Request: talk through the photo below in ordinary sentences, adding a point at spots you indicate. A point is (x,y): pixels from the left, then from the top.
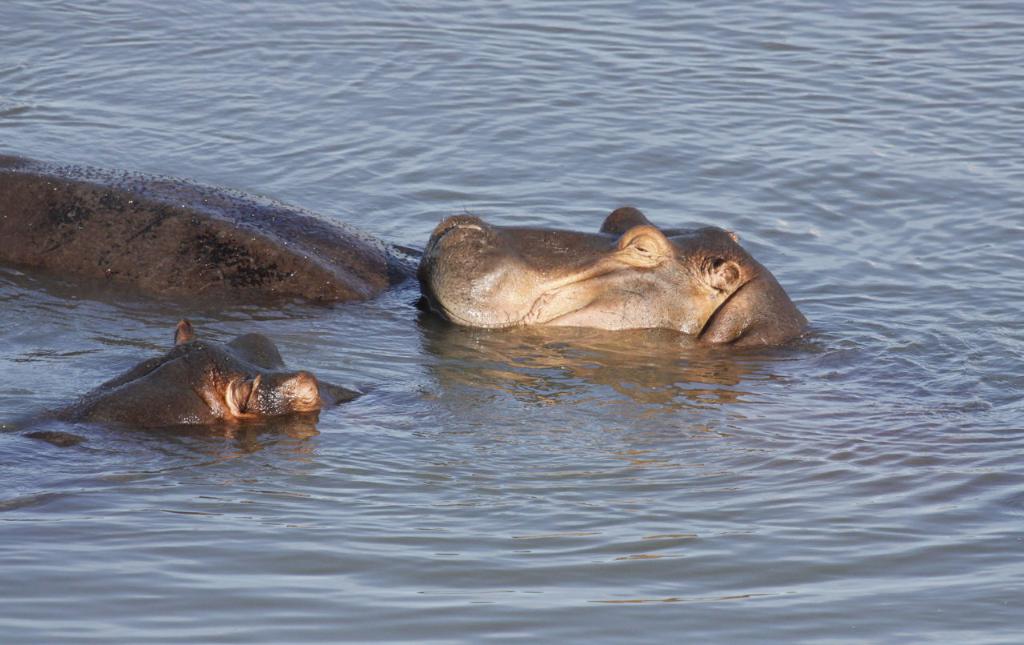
In the image in the center (534,265), we can see three hippopotamuses (635,287) in the water (692,371).
